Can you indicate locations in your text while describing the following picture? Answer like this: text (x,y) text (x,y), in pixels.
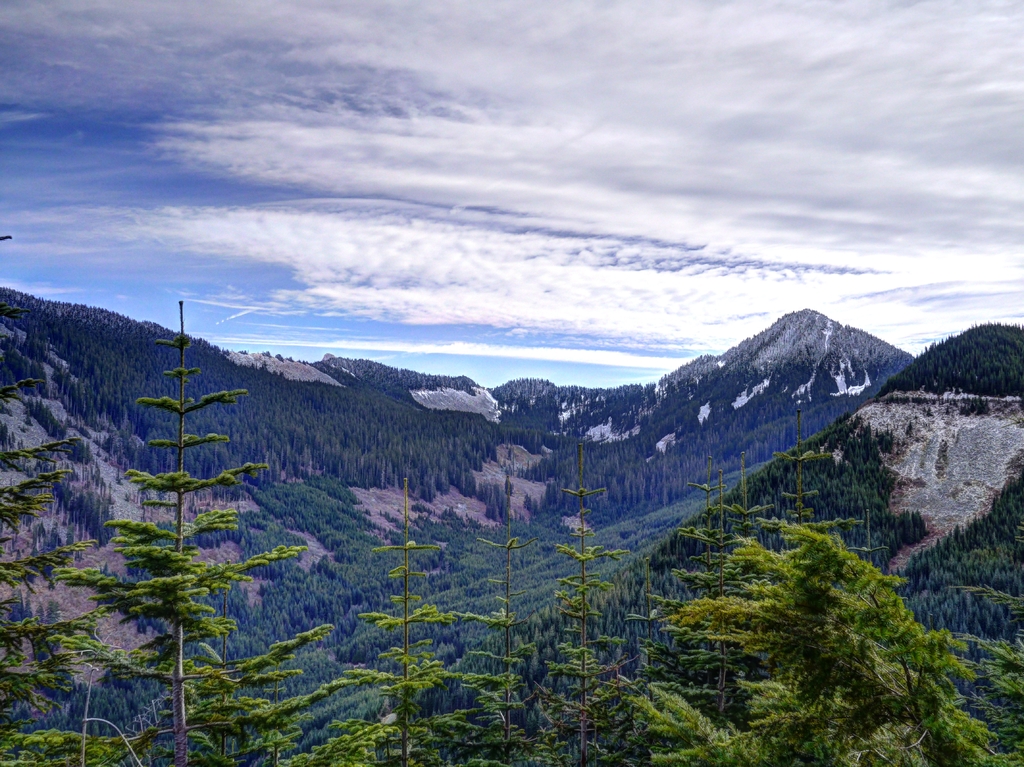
In the image we can see there are many trees (474,630), this is a mountain (813,397) and a cloudy sky (377,226).
